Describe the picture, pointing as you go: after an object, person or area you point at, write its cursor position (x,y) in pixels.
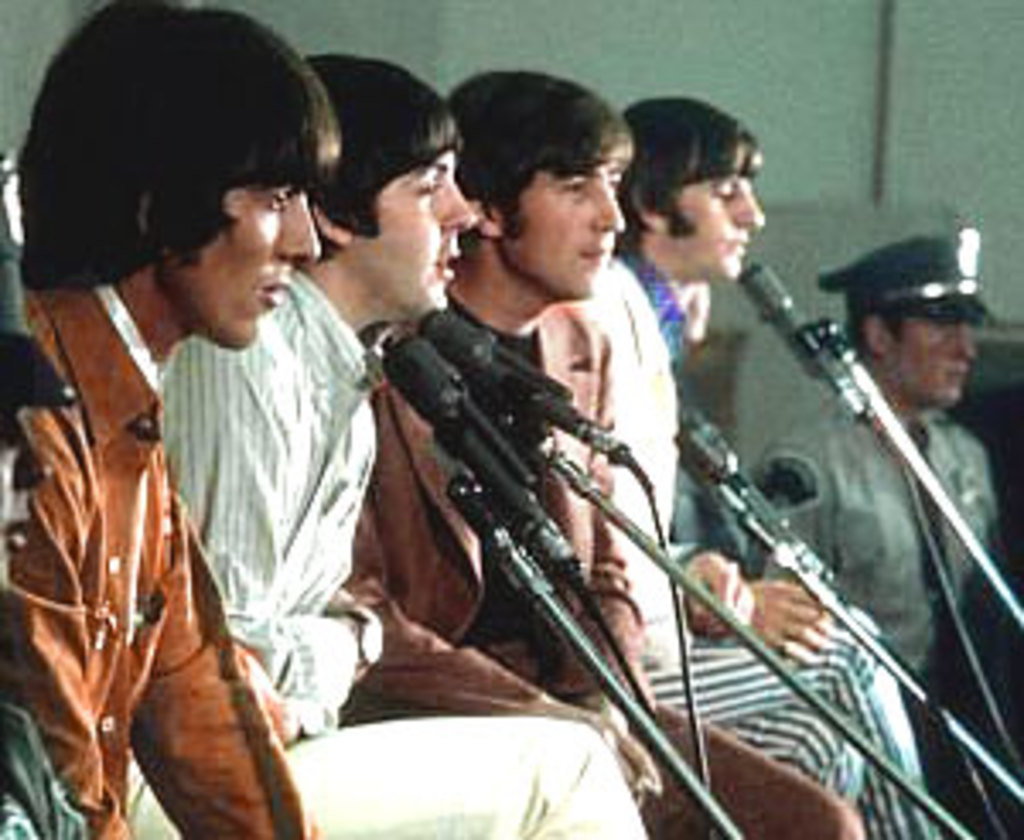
In this picture there are group of people (210,353) sitting. On the right side of the image (771,324) there are microphones (576,636). At the back (957,279) there is a person (899,642) standing and there is a wall (837,134).
